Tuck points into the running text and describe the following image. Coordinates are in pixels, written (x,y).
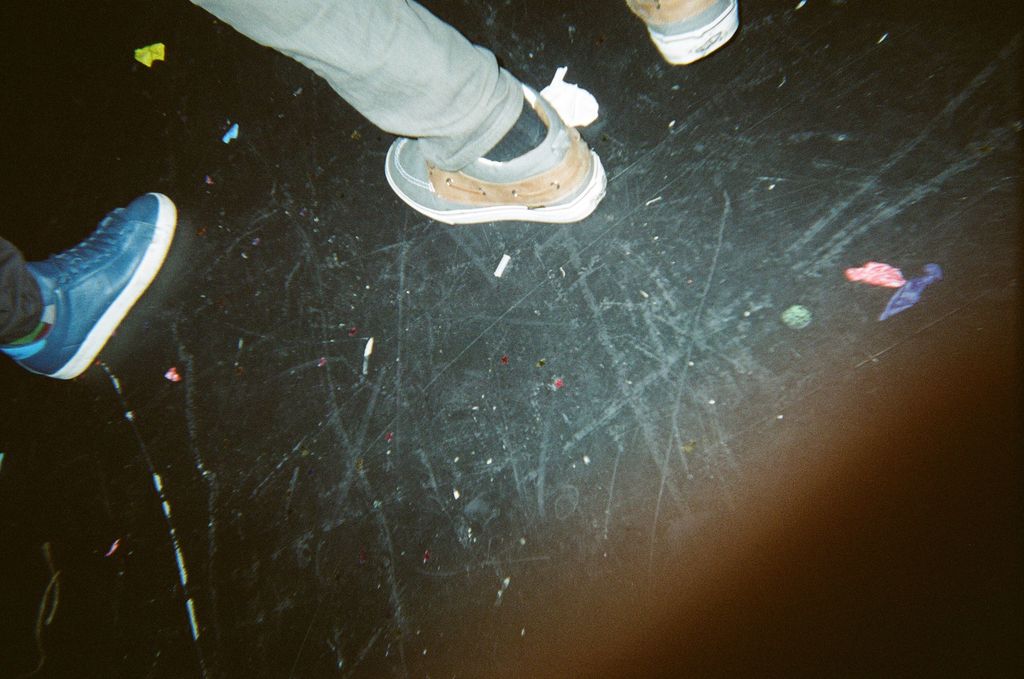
In the center of the image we can see persons legs (518,135) on the floor (410,357).
